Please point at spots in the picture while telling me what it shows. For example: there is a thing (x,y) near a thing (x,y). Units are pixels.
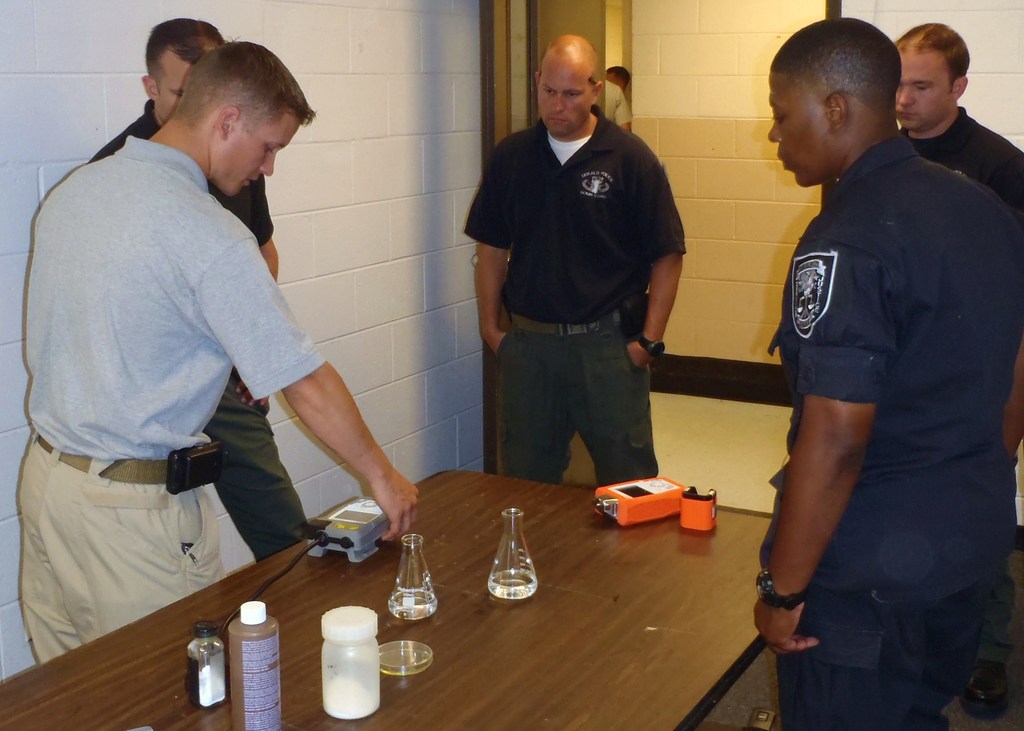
There is a group of people (601,308). They are standing. There is a table (570,548). There is a glass (426,588), bottle (268,654), device (358,515) on a table (375,566). We can see in the background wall (331,312).
